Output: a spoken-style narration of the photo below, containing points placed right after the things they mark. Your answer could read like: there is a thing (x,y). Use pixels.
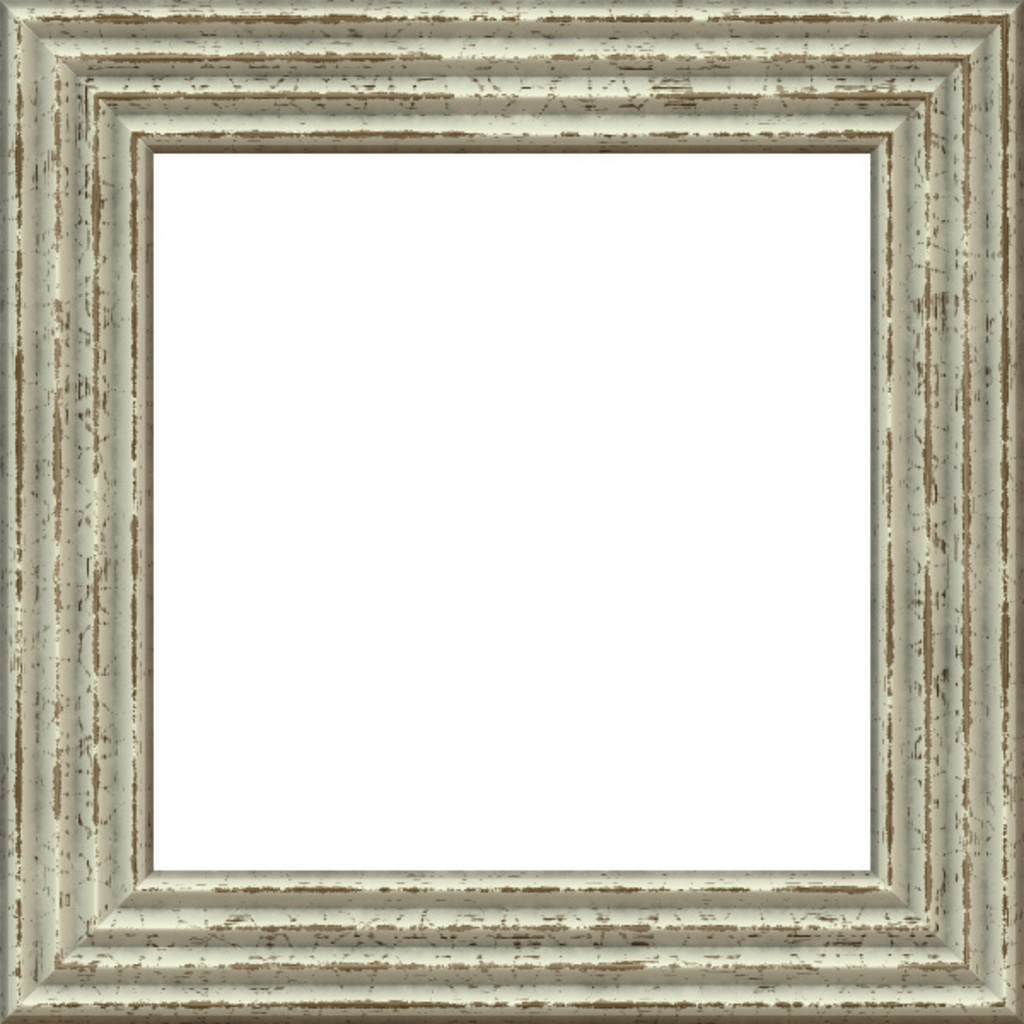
In this picture we can see a frame (78,971) and behind the frame (78,971) there is a white background (459,531).
